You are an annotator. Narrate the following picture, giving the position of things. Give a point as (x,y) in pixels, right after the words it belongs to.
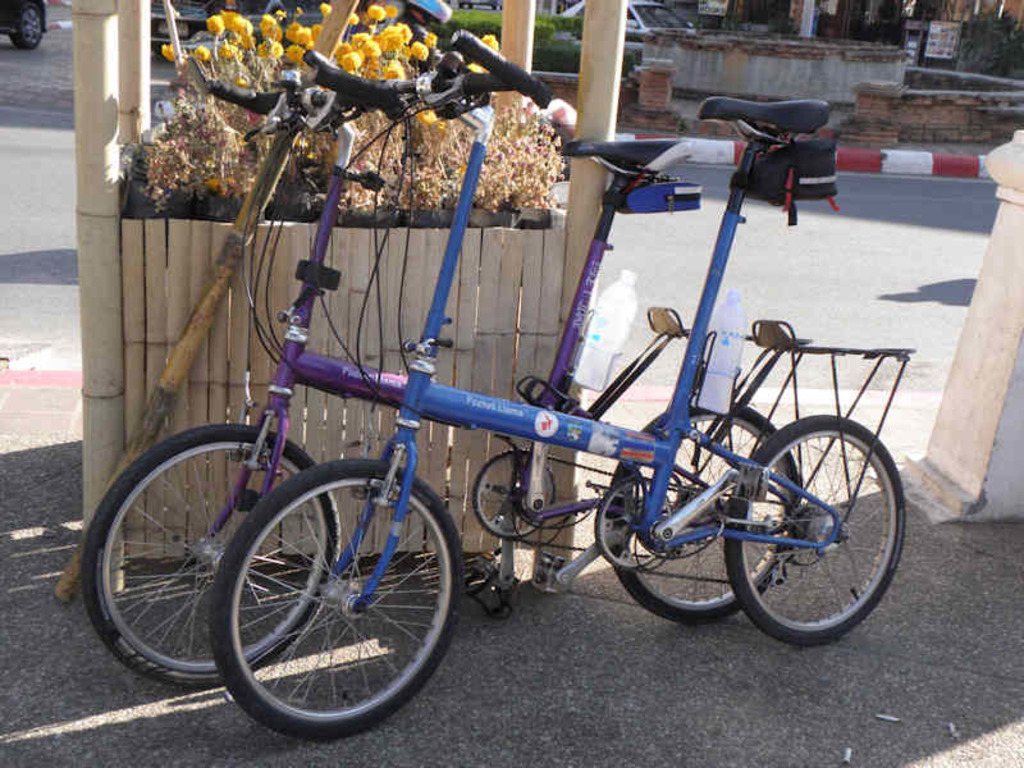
This image is clicked outside. There are flowers (239,82) at the top (206,110). There are cycles (116,631) in the middle (671,456). There are water bottles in the middle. There is a car (35,33) at the top (8,6).
